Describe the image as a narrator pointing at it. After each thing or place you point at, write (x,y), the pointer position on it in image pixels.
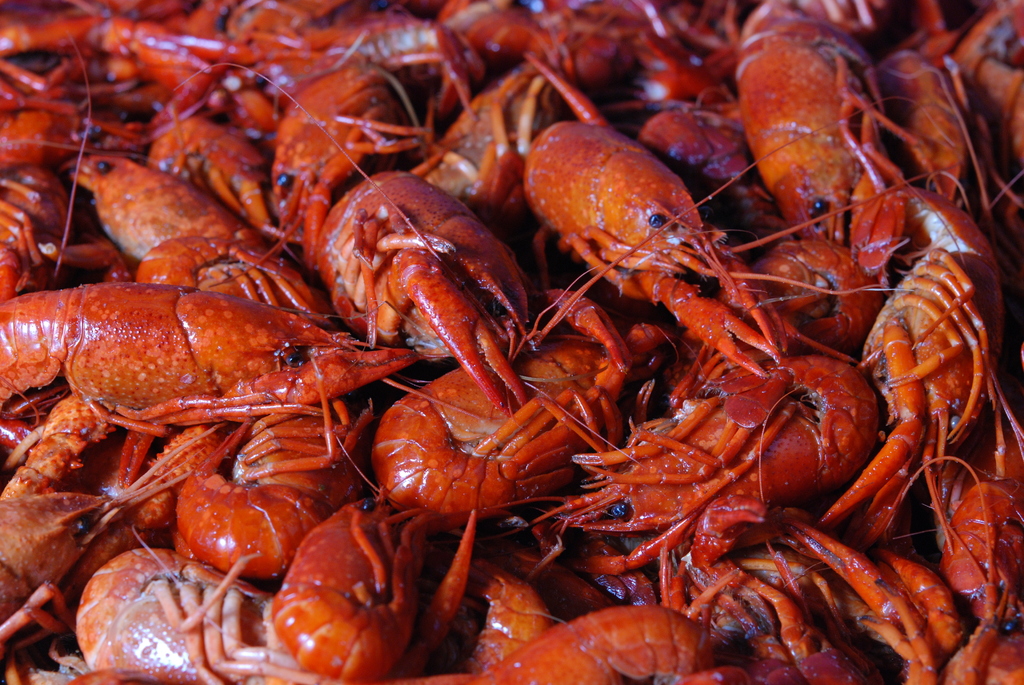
Here in this picture we can see number of crawfish (396,185) present over a place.
